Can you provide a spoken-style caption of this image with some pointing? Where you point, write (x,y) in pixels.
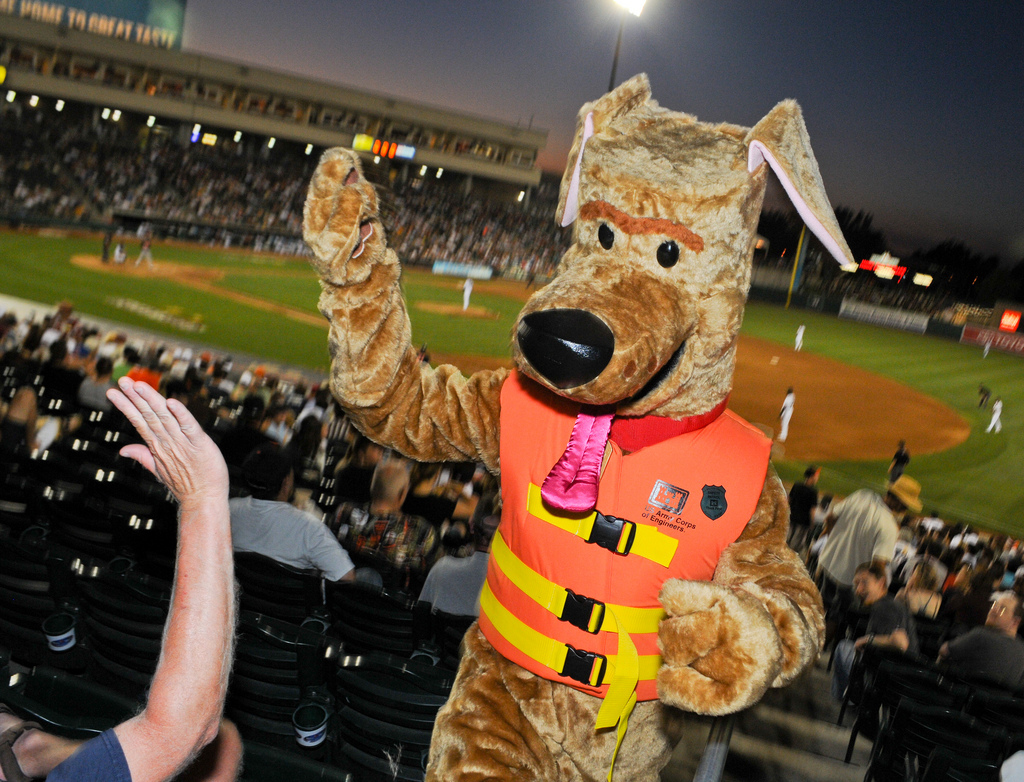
In this image we can see the stadium (125,177), there are a few people (112,183), some of them are playing baseball, there is a person (527,409) wearing a costume (539,330) which looks like an animal, there are lights (632,14), a board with text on it, also we can see the sky (970,151), and the background (207,2) is blurred.
